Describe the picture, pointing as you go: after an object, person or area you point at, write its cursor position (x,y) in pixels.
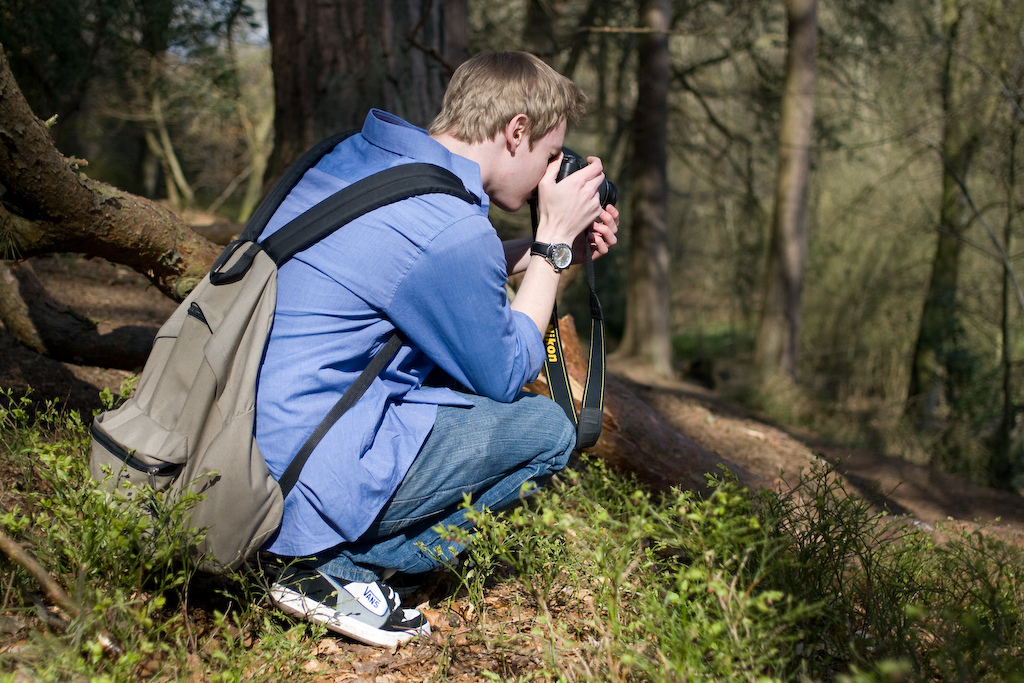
in this image the person (503,430) is sitting on the land (505,592) and he is taking some pictures of the plant (757,248) and he is wearing the blue shirt (408,402) and blue jeans (434,449) and shoes (360,584) and watch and he is holding the camera (573,166) and he is holding the bag (215,396) also the background (818,203) is very greenery.
